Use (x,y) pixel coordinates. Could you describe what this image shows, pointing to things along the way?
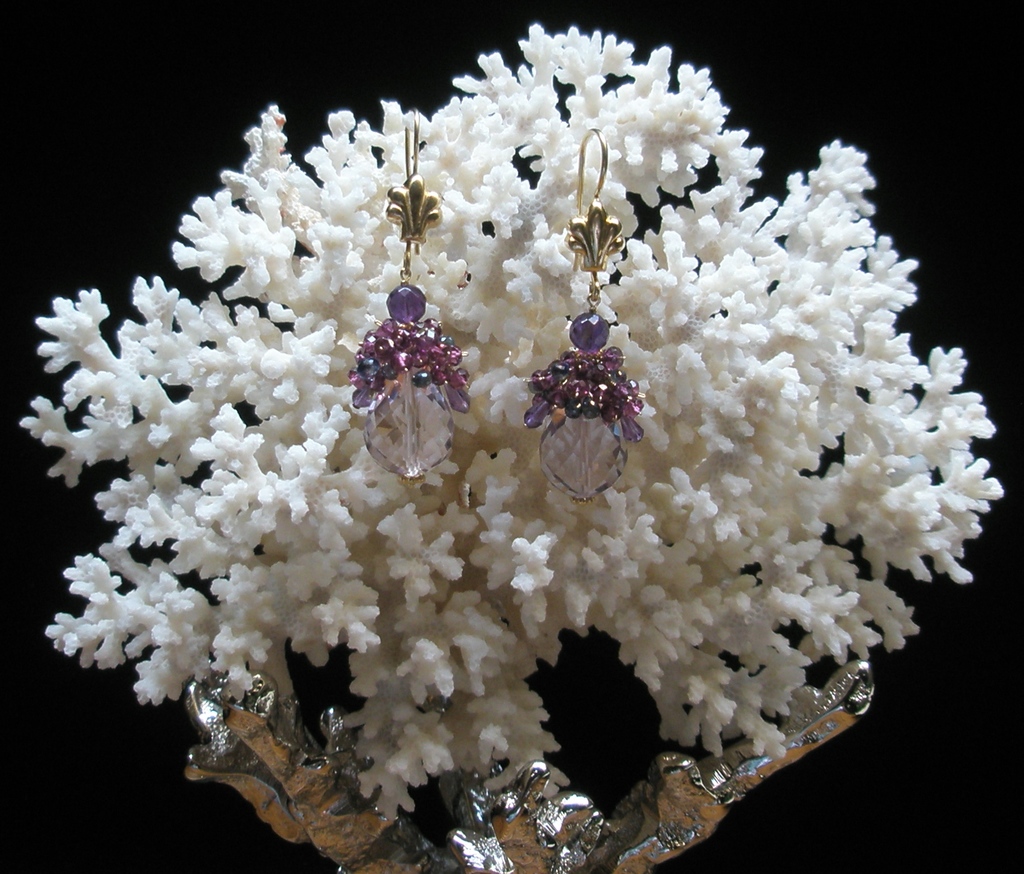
In this image we can see the pair of earrings (596,206) hanged to the white color decorative item (499,484) and the background of the image (75,784) is in black color.
